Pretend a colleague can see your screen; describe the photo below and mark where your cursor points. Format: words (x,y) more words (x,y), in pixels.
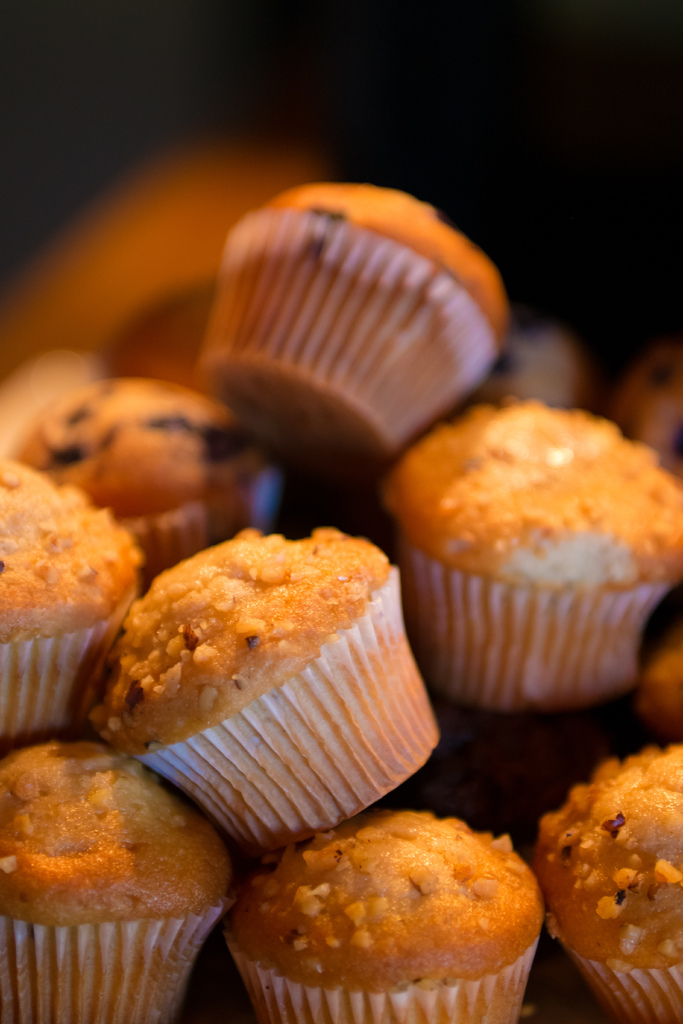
As we can see in the image there are few cupcakes (431,450) and the background (170,79) is dark.
